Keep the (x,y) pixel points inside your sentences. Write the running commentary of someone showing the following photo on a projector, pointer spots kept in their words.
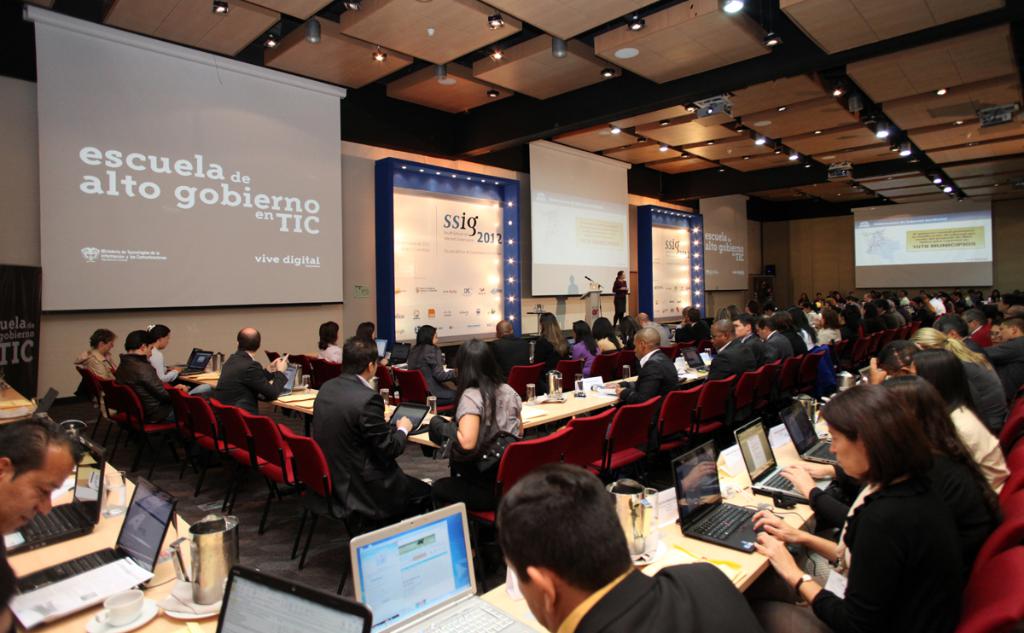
In this image there are group of people (936,546) sitting on the chairs (613,368), there are jugs (221,588), laptops (397,596), glasses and some other objects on the tables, and in the background (286,177) there is a person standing on the stage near the podium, and there are projectors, screens (618,258) and lights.
